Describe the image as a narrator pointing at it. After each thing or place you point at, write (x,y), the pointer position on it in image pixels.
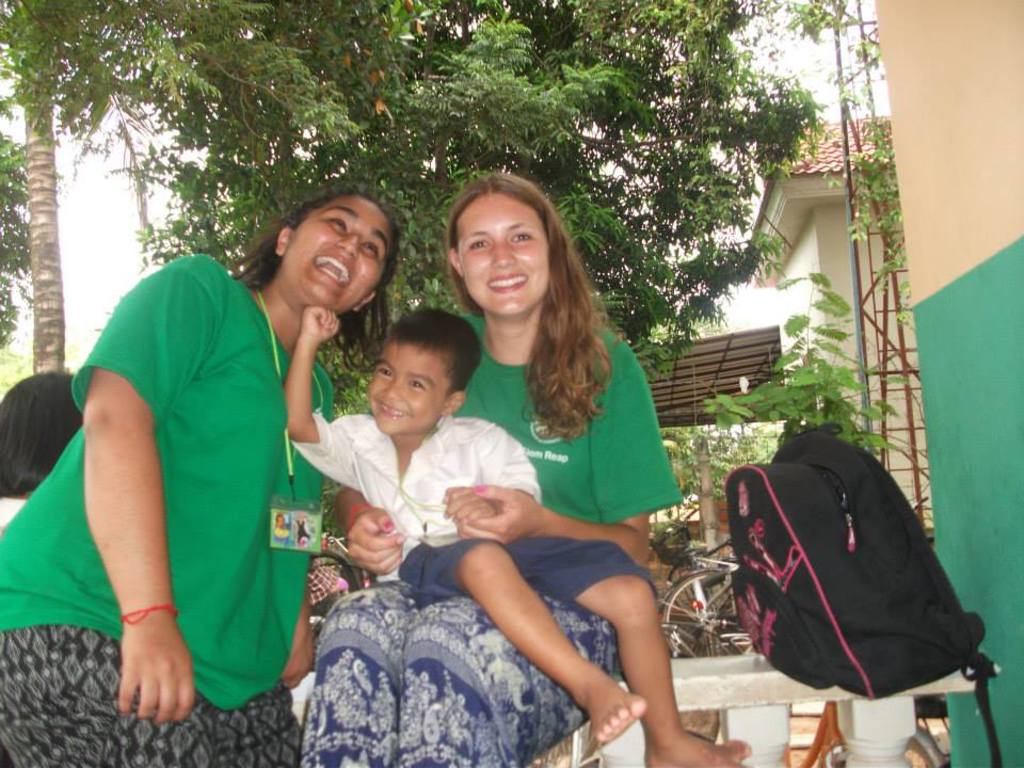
In this image we can see women (313,301) sitting on the wall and one of them is holding a boy (472,567) on the laps (477,613). In the background (482,19) there are trees (651,154), buildings (814,175), shed (706,361), bicycles (701,572) on the floor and sky (125,289).
